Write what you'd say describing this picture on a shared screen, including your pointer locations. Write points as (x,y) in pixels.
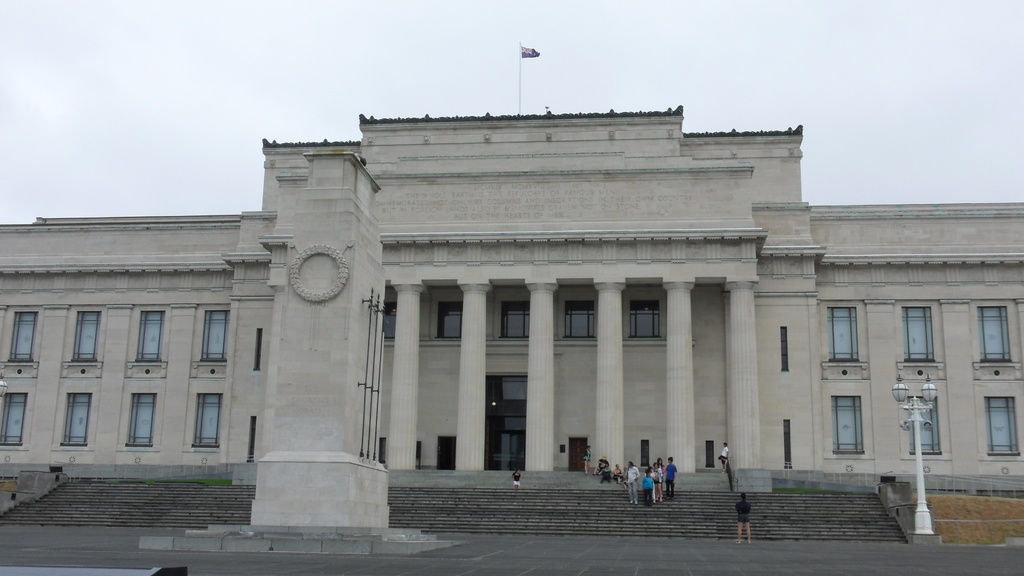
In this picture there are people (602,454) and we can see ground (581,550), pillars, poles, flag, lights (920,414), building (864,402), grass (814,489) and windows (835,435). In the background of the image (578,14) we can see the sky (142,83).
